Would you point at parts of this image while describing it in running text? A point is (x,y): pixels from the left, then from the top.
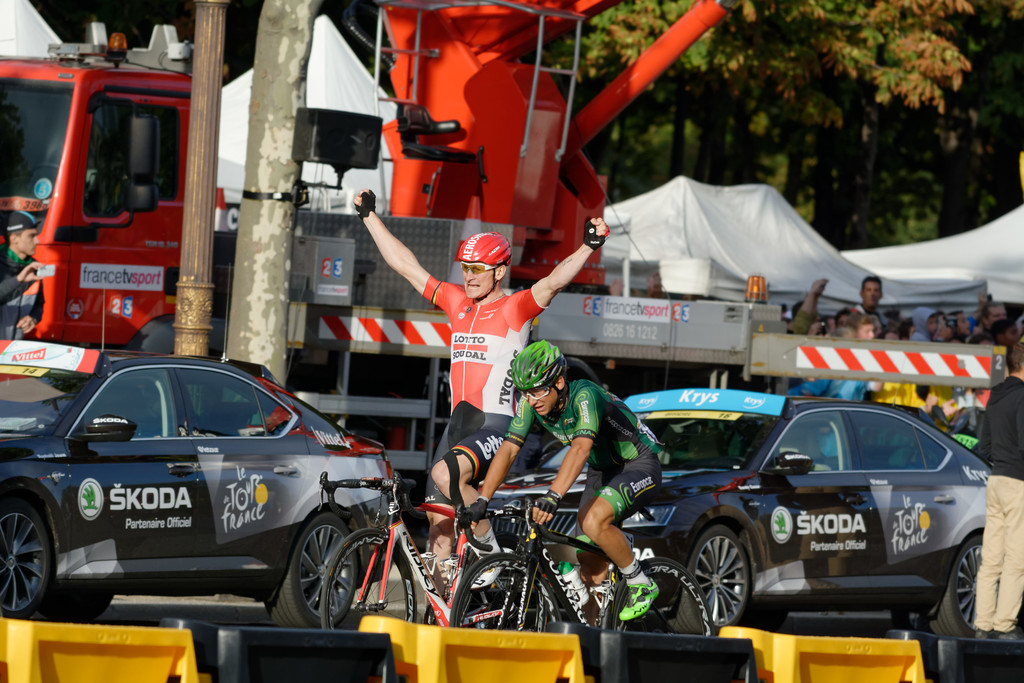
As we can see in the image there are few people (464,359), bicycles (469,552), cars (41,395), truck (113,341) and there are trees (892,79).
